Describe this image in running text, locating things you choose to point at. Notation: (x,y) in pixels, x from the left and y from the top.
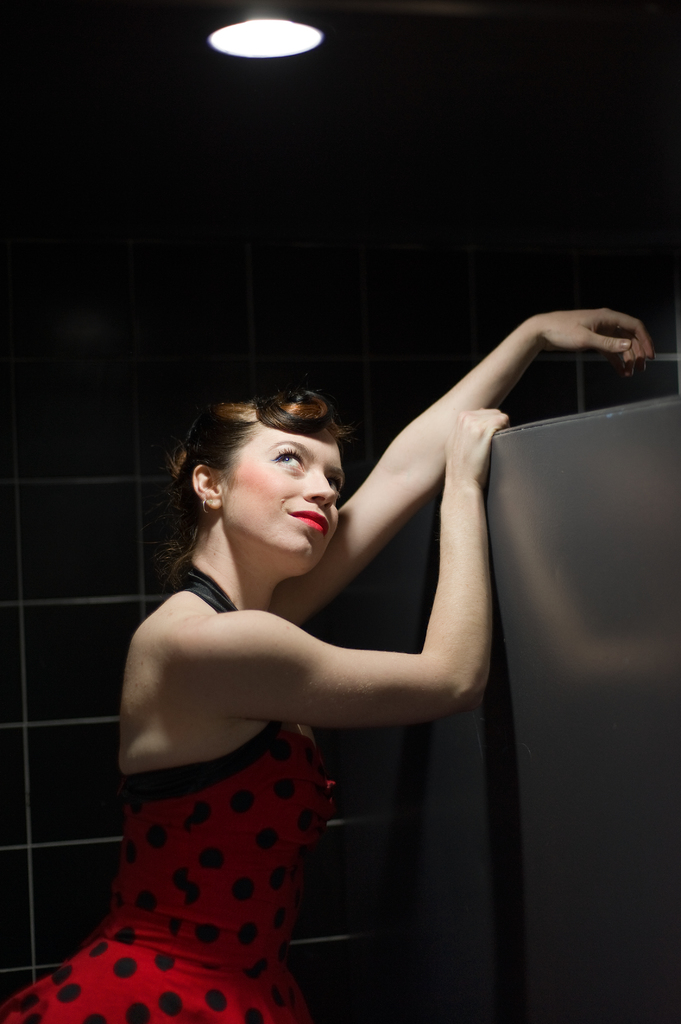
On the left (211,836) there is a woman (243,715) in red dress (137,866). On the right (566,658) there is an iron object (588,568). In the background (429,262) it is wall (134,372). At the top (228,41) it is light (240,38).
